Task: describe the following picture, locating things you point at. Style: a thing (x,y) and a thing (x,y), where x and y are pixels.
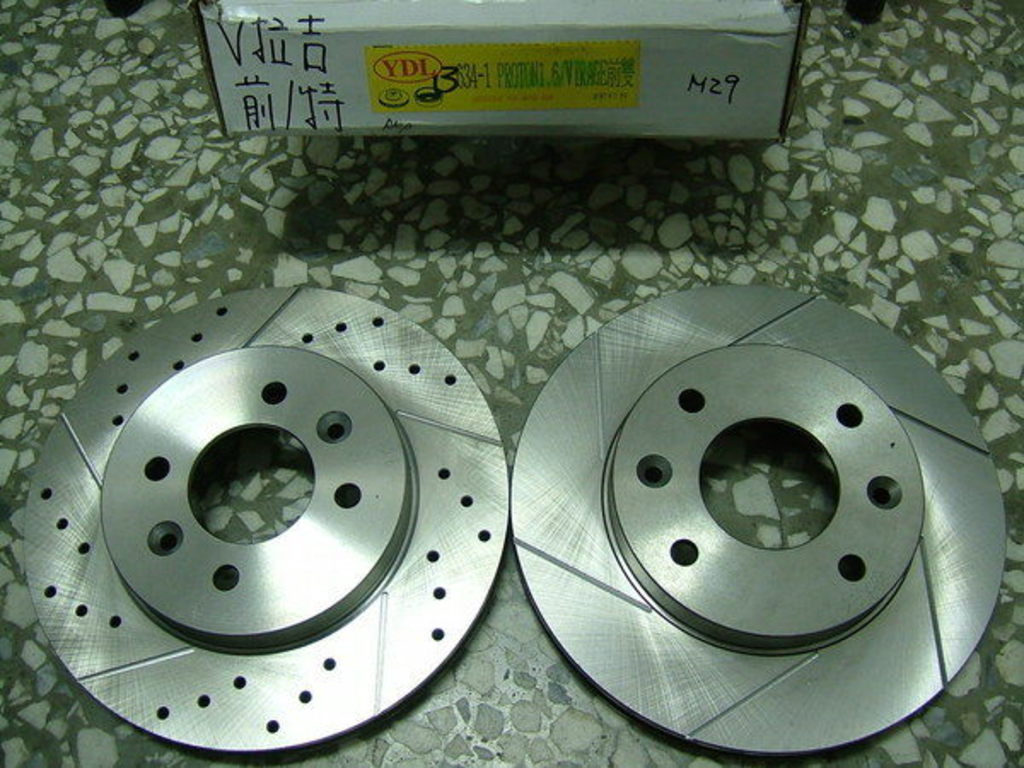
In this picture I can see disk brakes (874,674) and a box (580,8) on the floor (510,448).
